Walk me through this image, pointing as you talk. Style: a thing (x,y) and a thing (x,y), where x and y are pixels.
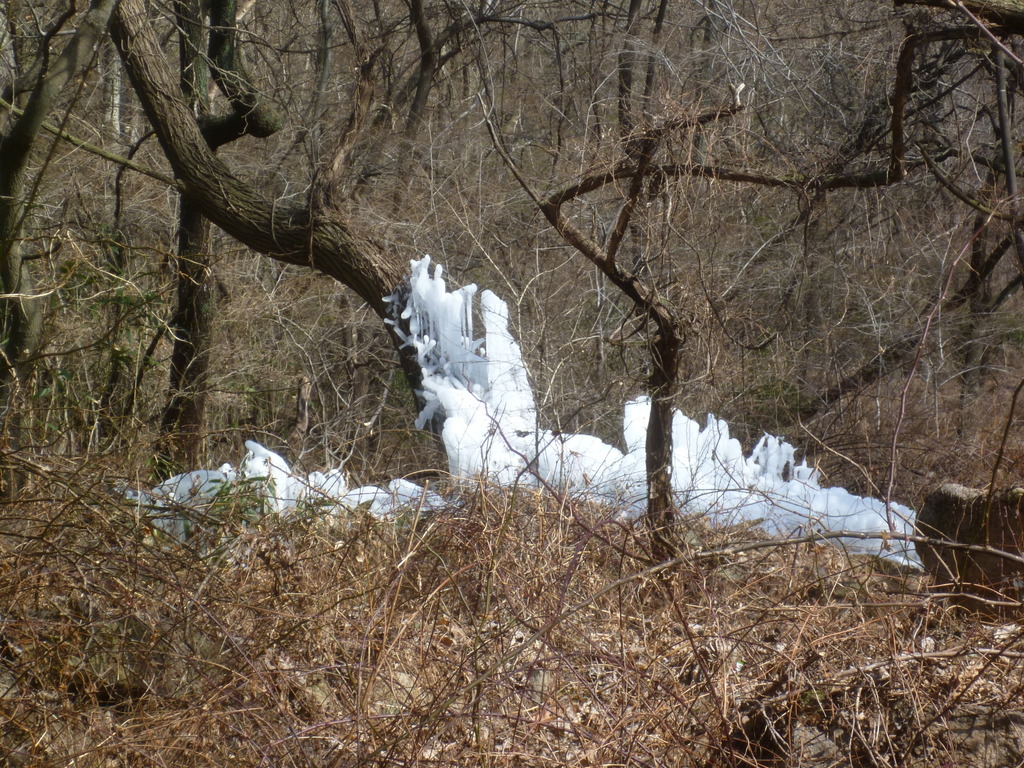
In this image we could see some trees (750,177), and in the center (469,424) there is one white ice formation (477,456) and on the bottom (128,599) there is a dry grass (638,601).
